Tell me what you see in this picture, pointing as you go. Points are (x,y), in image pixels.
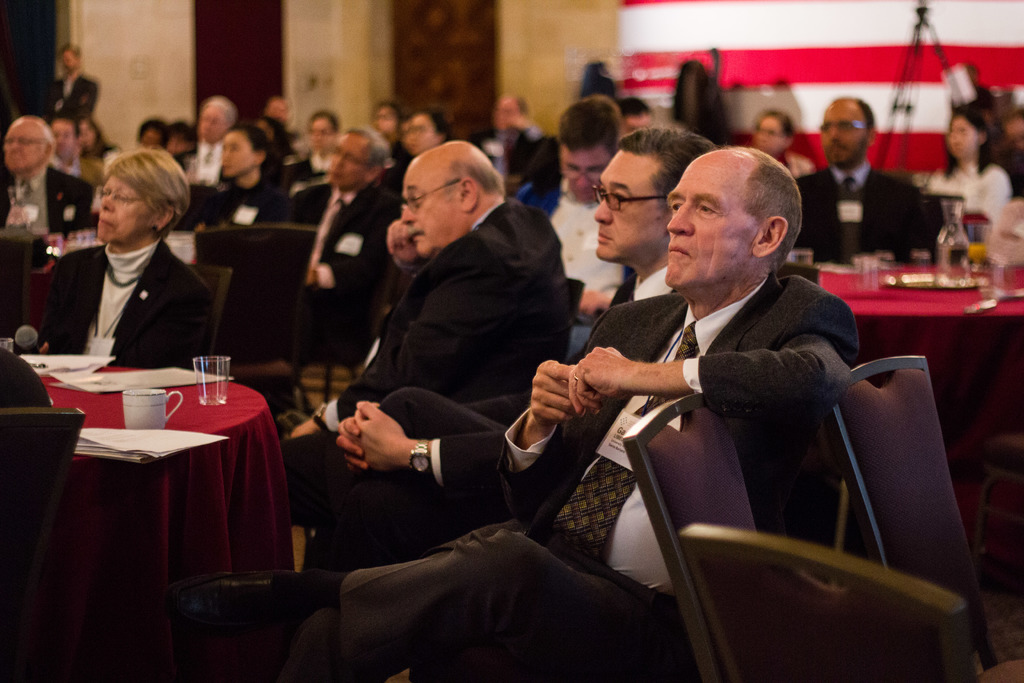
In this image we can see these people (593,560) are sitting on the chairs (906,481) near the tables (197,454) where glasses (200,367), cups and papers (108,447) are kept. The background of the image (539,3) is blurred, where we can see the tripod stand (907,110) and the wall (582,7).
